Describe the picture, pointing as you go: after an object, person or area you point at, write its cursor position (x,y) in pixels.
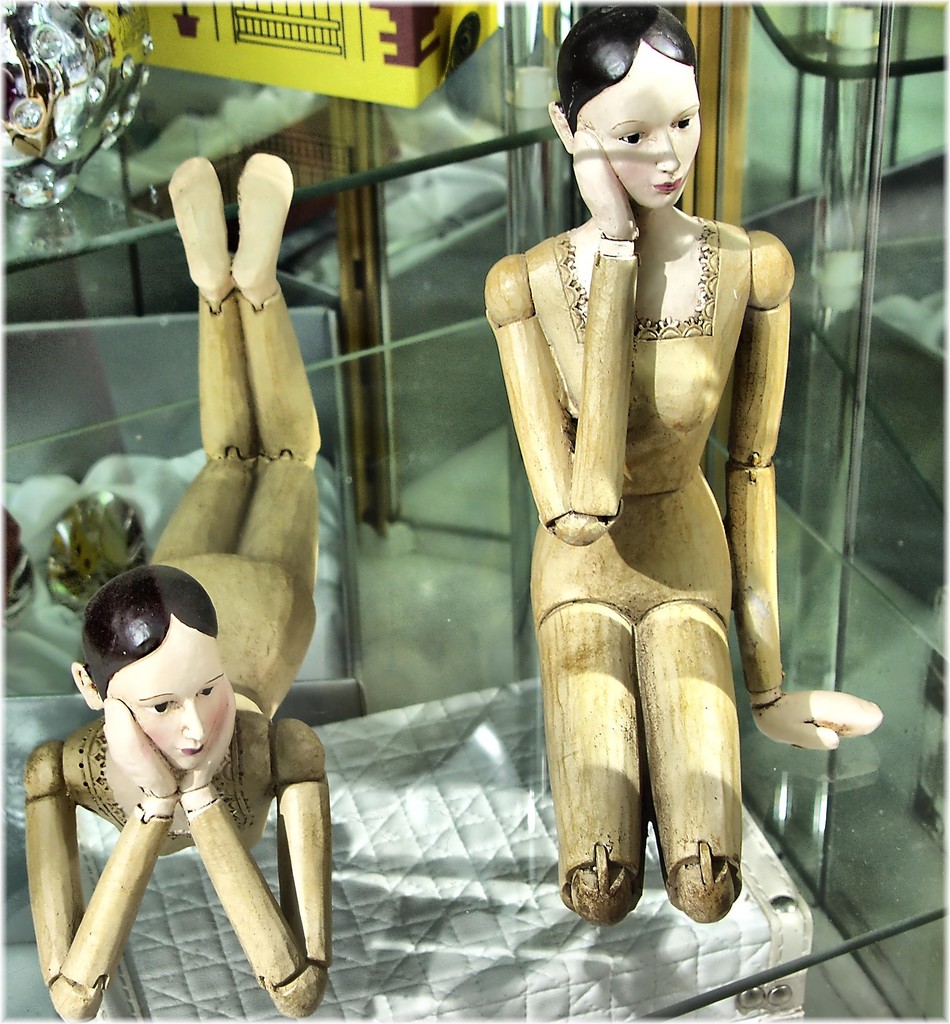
In the picture we can see two woman dolls (654,641) which are in a different positions and are placed on the glass surface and behind it also we can see some things (270,80) are placed on the glass surface (337,177).
